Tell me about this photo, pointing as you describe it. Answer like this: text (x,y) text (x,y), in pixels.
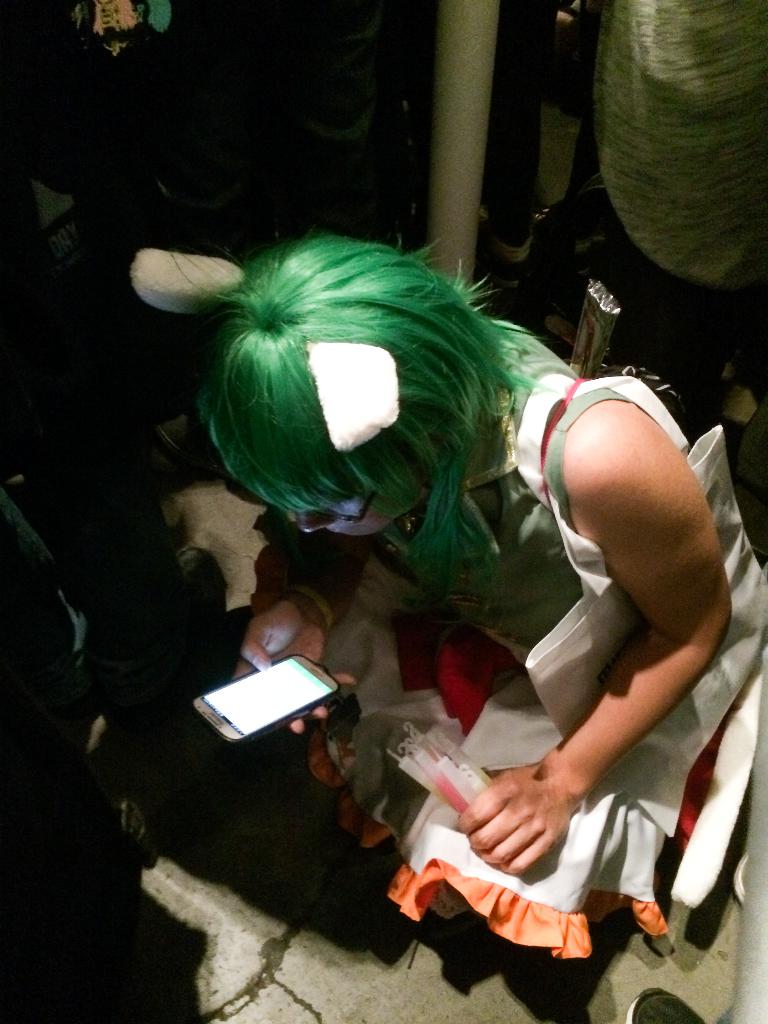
In this image we can see a woman (620,568) holding a cellphone (304,705) and some glow sticks (447,795). We can also see a pole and a group of people (405,238) around her.
